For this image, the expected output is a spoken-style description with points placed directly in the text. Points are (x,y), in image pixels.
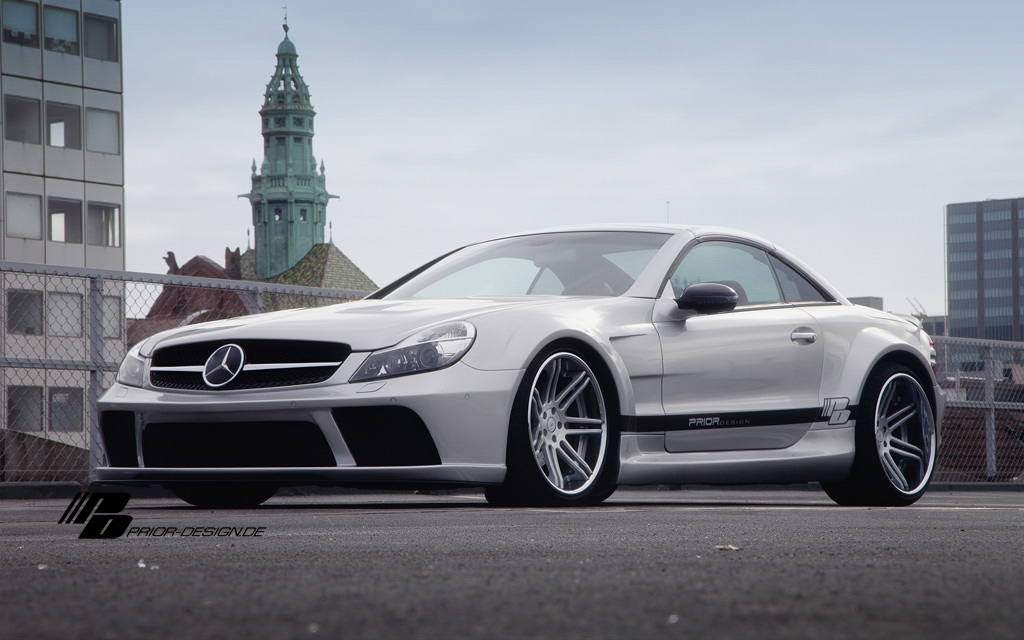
There is a car (256,350). In the back (152,309) there is a mesh fencing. Also there are buildings (268,183) and sky (486,100) in the background (452,111). And there is a watermark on the image.
